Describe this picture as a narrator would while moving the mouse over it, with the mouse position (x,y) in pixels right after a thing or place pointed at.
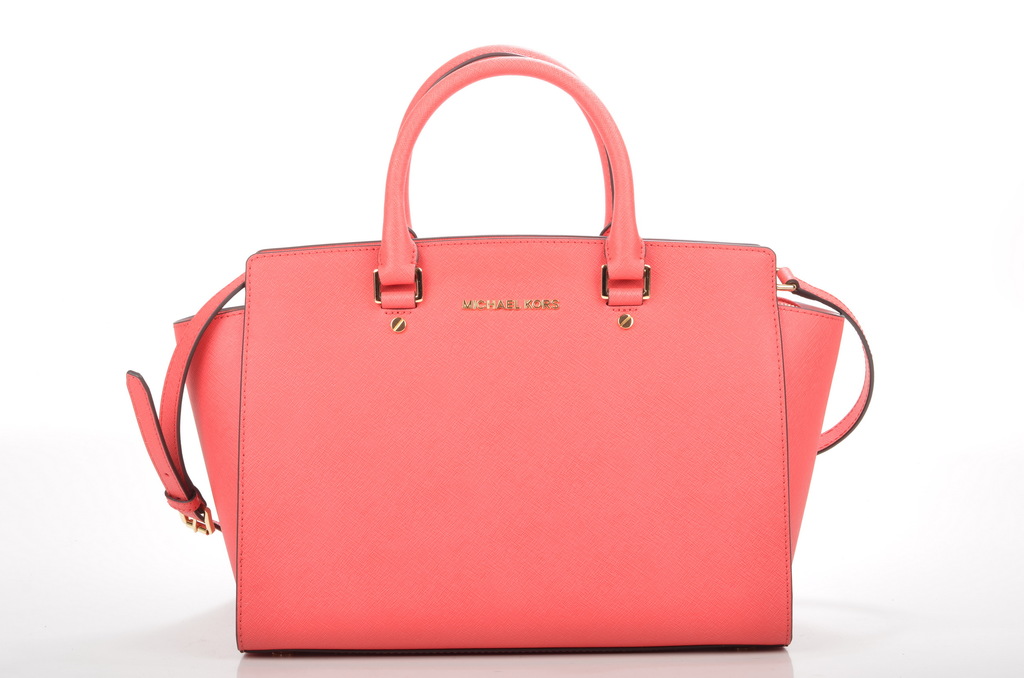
In this picture we can see a bag (579,409) which is pink in color. Here it's a handle (391,250) and a belt (826,297).
